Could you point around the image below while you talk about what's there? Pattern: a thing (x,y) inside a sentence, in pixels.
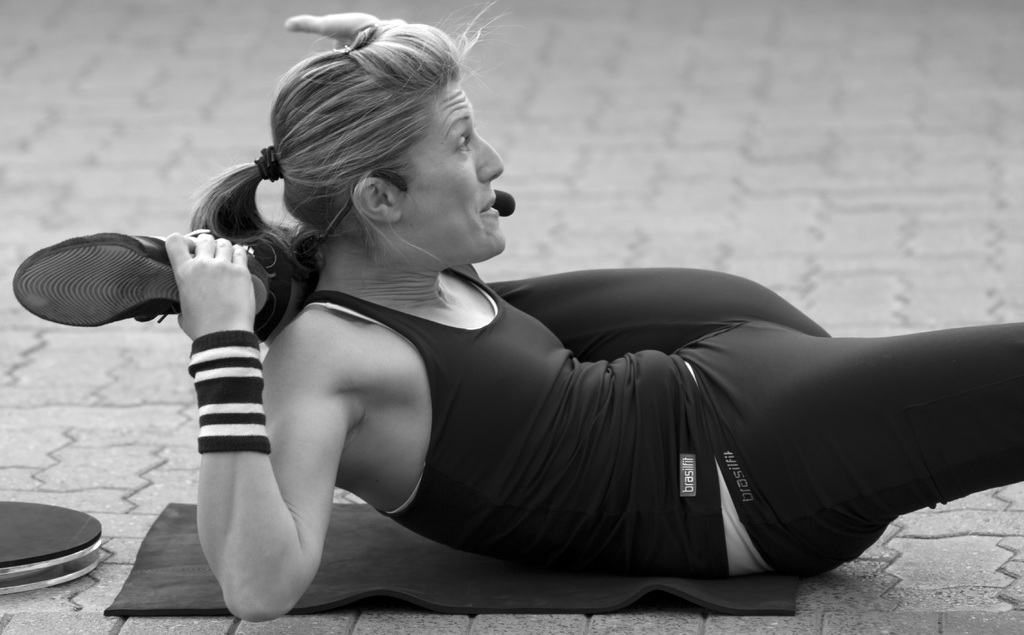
In this image I can see a woman (549,432) wearing black dress (605,427) is laying on the black colored material (397,565) which is on the ground (502,634). To the left side of the image (94,542) I can see a object (56,528) which is black in color and in the background (36,491) I can see the ground (669,109).
